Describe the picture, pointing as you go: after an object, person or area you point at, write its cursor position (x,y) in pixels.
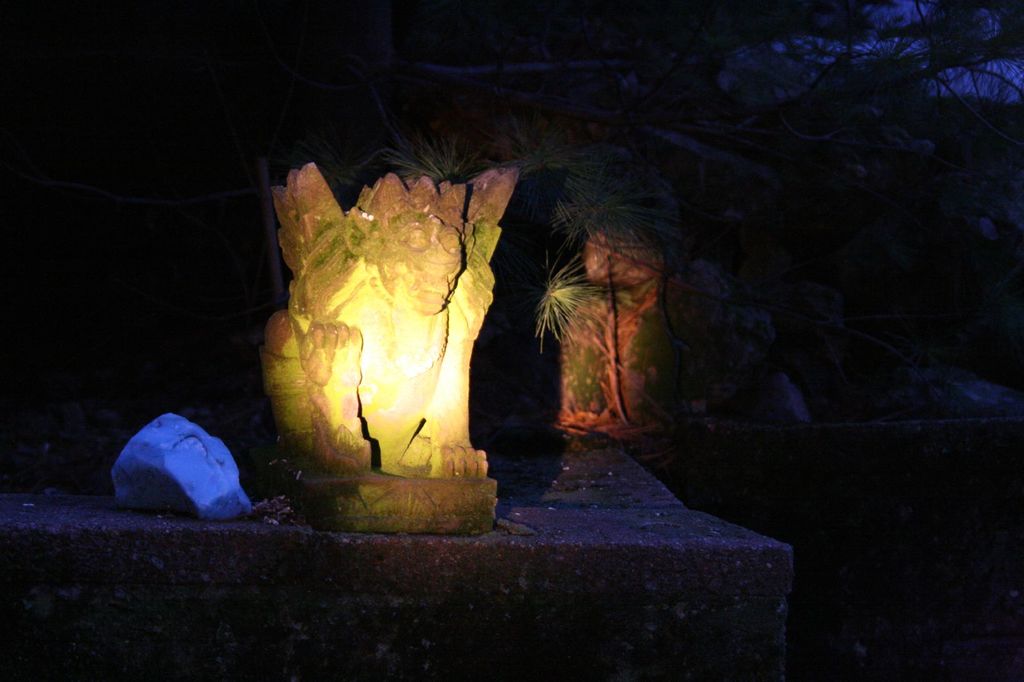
In the middle of this image (404,425), there is a statue (395,469) on a platform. Besides this statue (415,508), there is a white color object (223,457). In the background (862,30), there are trees (458,74) and plants (942,67). And the background (11,14) is dark in color.
